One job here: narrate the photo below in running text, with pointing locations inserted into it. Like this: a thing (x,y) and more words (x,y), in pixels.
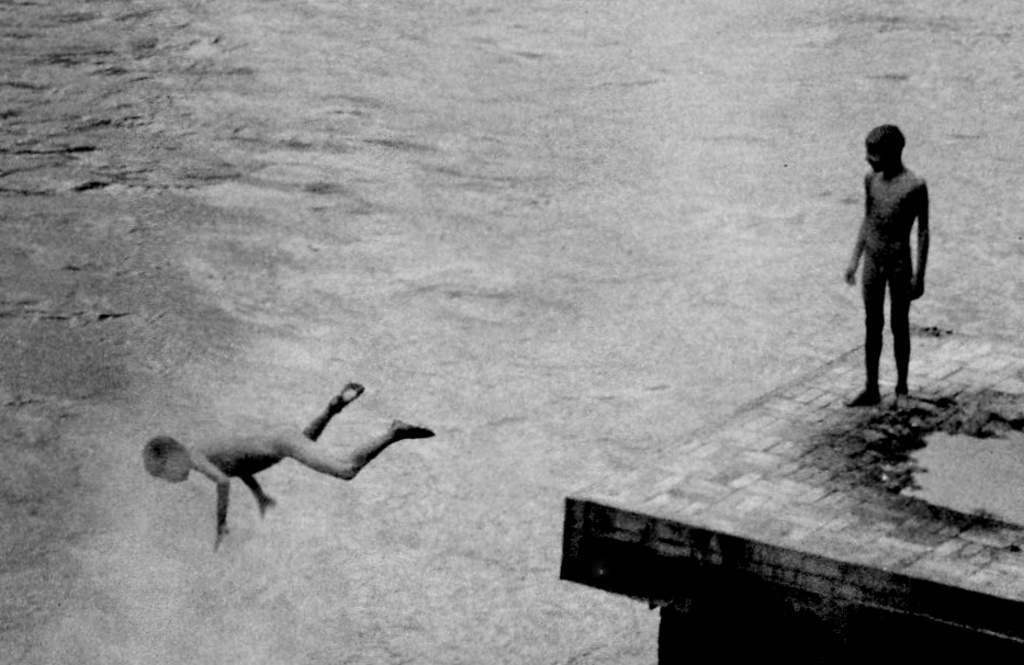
This is a black and white image. There are two kids (868,321). There is water (465,269). There is a platform (801,502).
